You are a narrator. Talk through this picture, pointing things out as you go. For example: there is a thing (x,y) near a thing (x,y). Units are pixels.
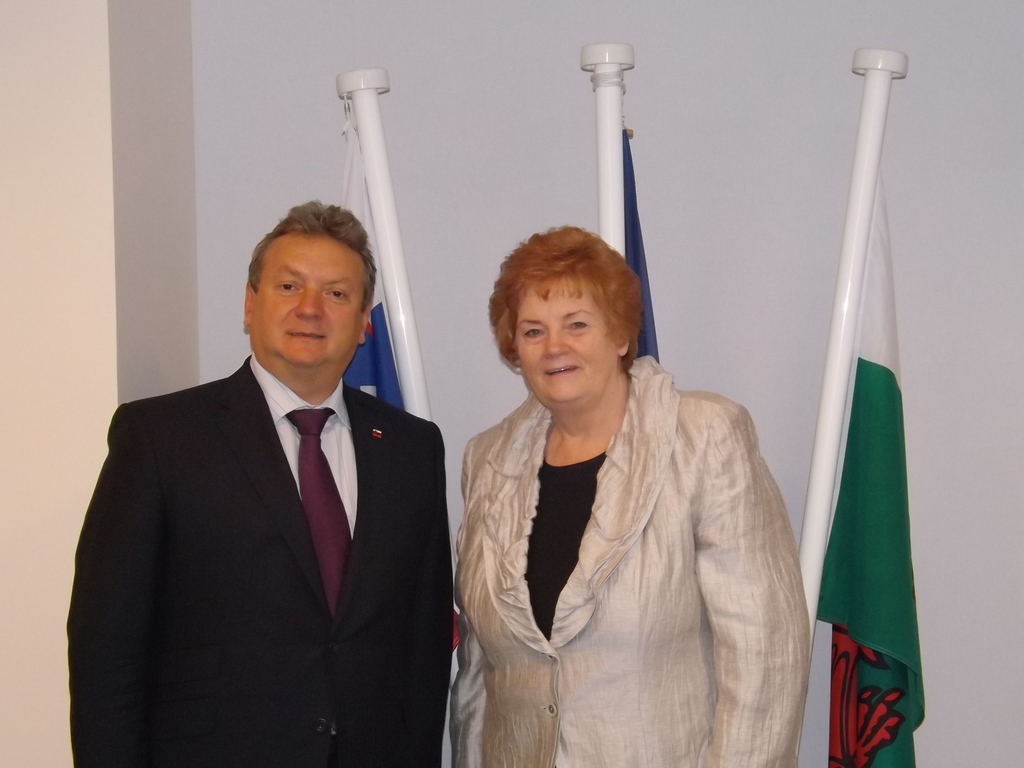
In this image we can see a man (296,414) and a woman (495,458) standing. In the background (432,354) we can see the flags (858,468) and also the wall (259,208).
